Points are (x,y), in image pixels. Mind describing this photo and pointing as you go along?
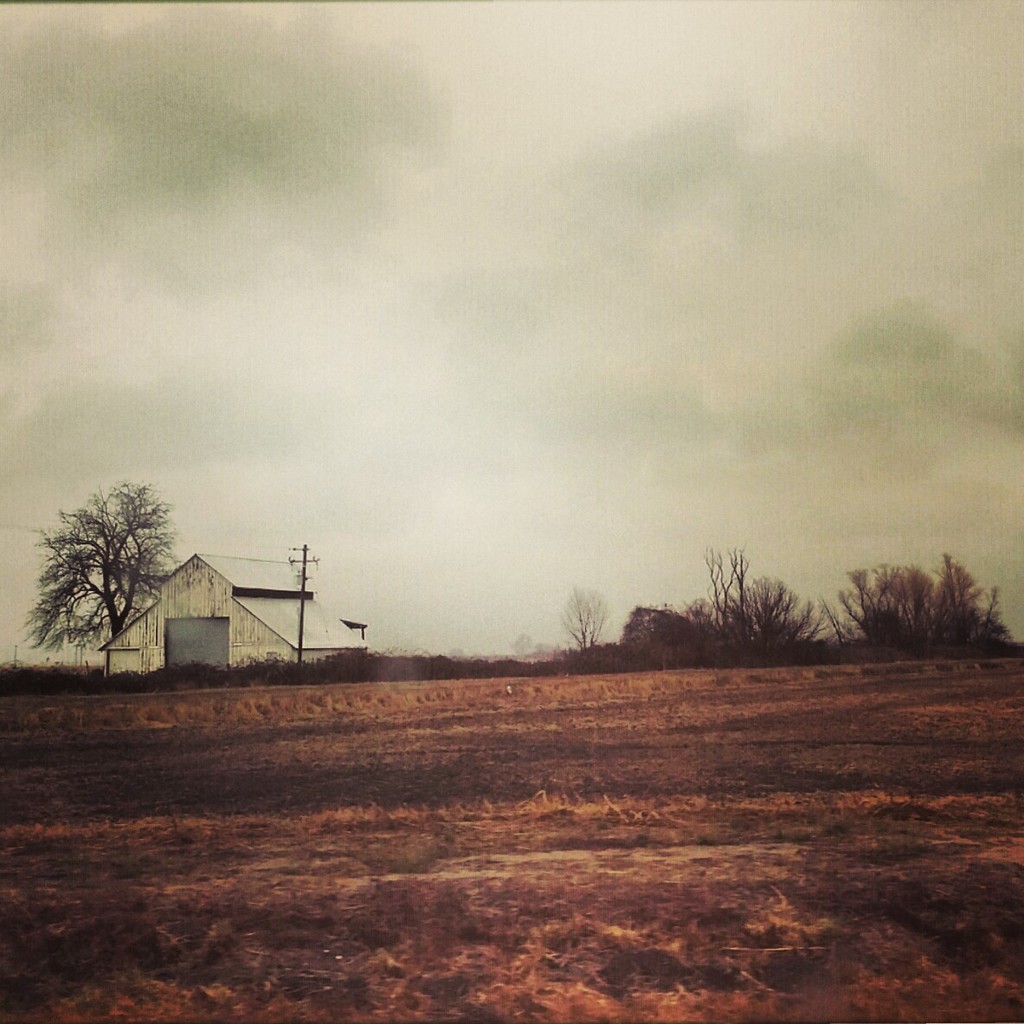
In this image I can see grass (358,832), trees (735,626), fence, house (231,657), light pole (299,659) and the sky (520,398). This image is taken may be on the ground (696,738).
